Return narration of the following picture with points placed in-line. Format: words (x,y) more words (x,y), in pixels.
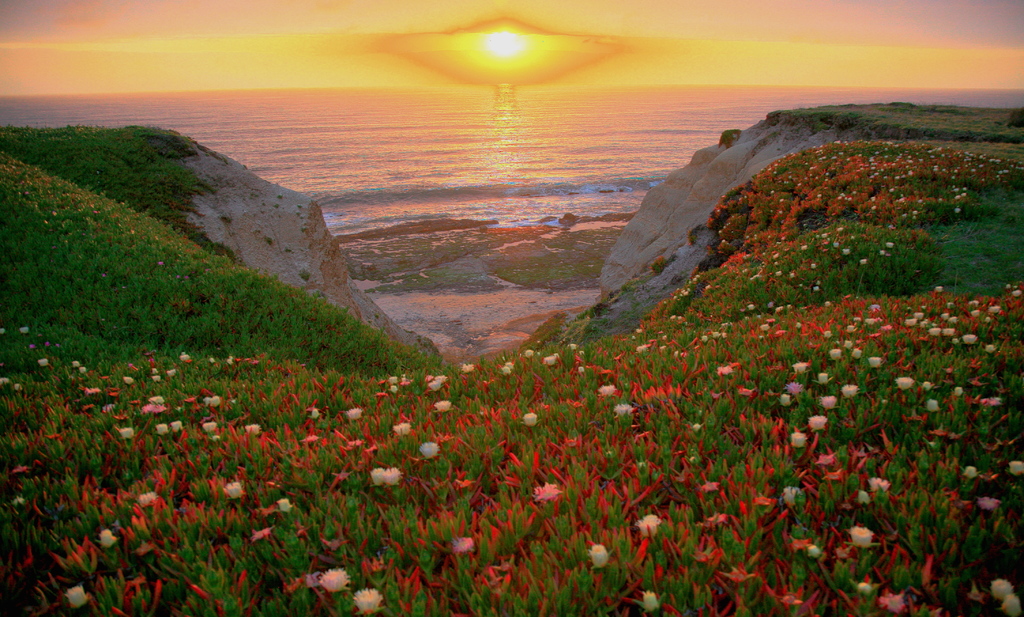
In this image there are plants (247,481), flowers (259,531), ocean (480,169) and the sky (429,20).
